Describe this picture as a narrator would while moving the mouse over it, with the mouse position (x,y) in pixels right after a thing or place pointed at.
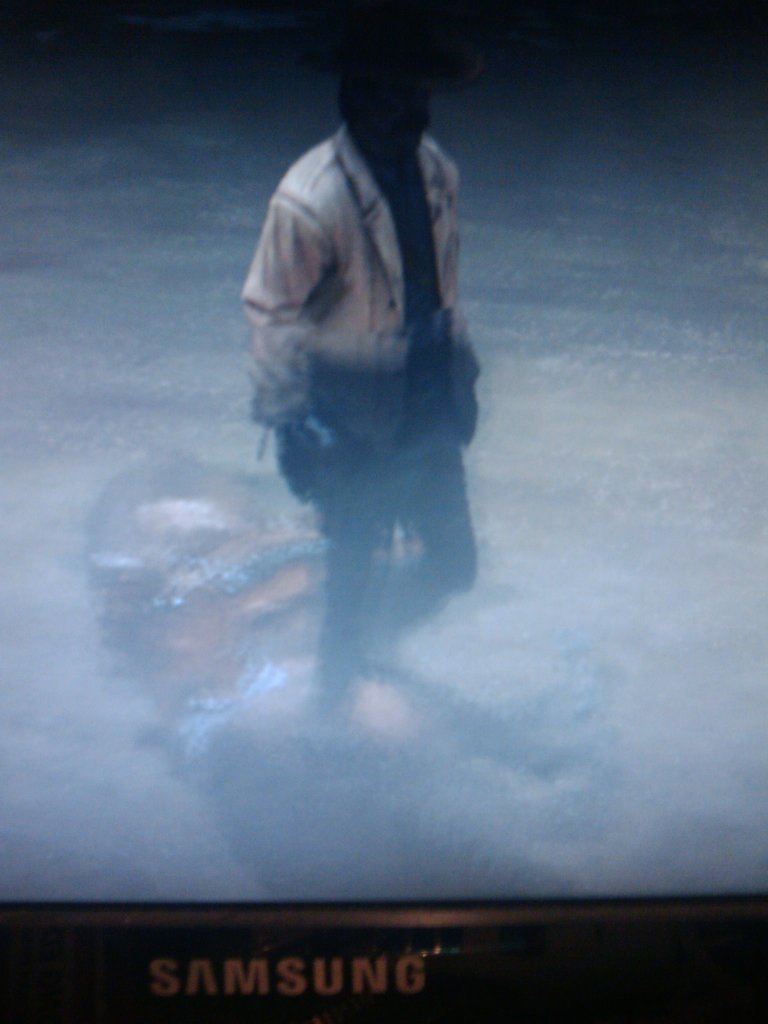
In this image, I can see a television (675,459) and a person (272,220) standing.
